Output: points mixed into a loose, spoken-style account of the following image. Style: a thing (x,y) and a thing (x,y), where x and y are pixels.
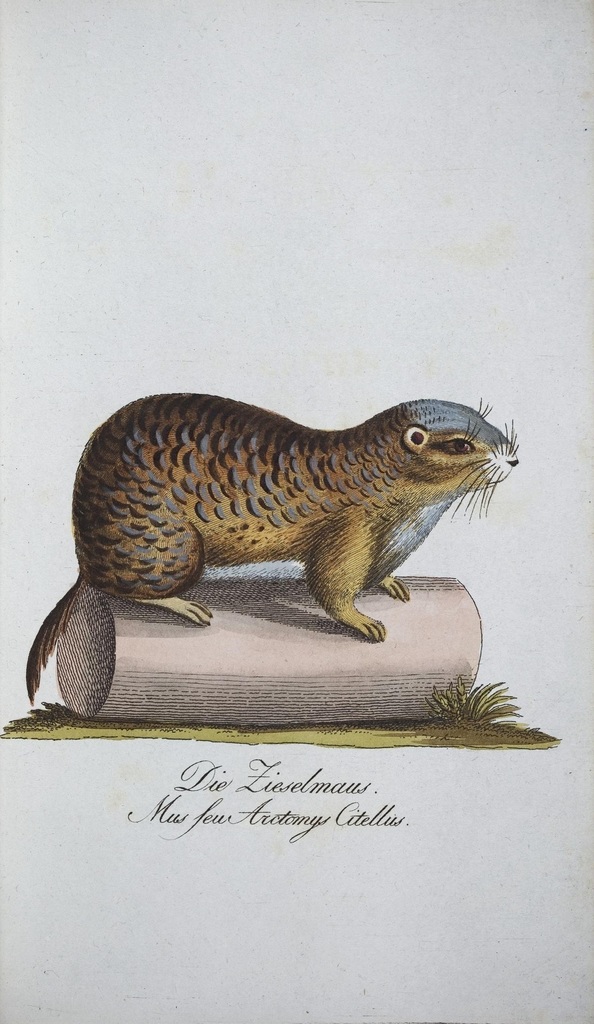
In this image there is an art. In the image we can see that there is a ground squirrel (303,513) standing on the log (248,644).
